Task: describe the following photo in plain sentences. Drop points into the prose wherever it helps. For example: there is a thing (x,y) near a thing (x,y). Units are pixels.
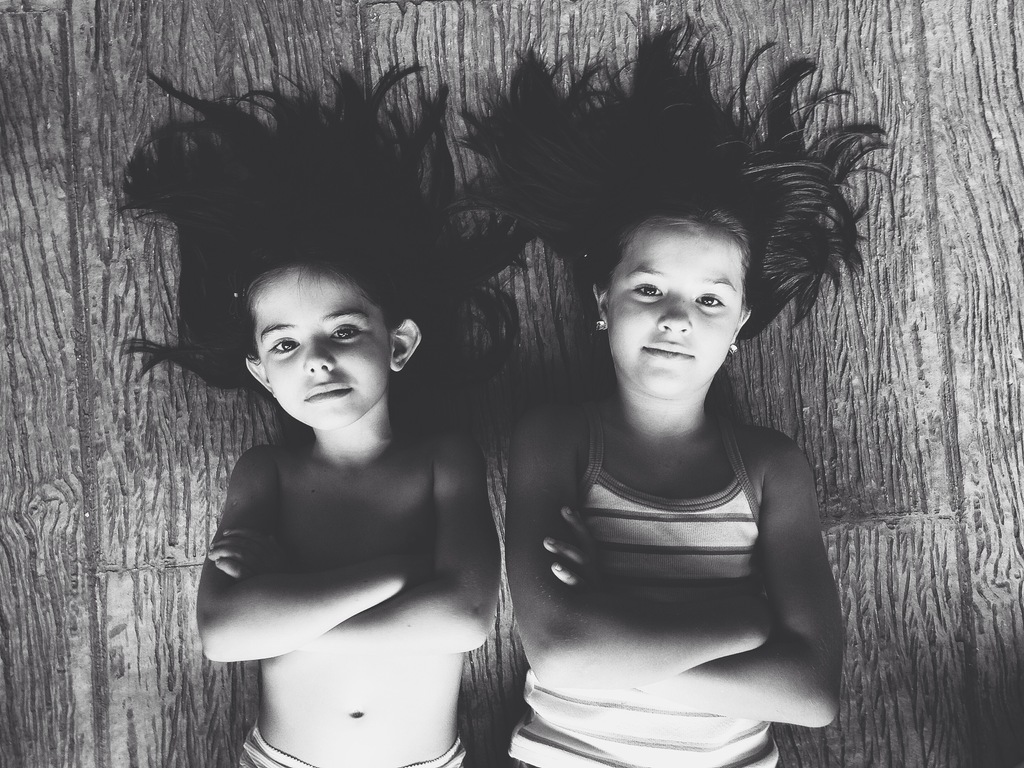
In this picture we can see two kids (680,417), they are lying and it is a black and white photography.
